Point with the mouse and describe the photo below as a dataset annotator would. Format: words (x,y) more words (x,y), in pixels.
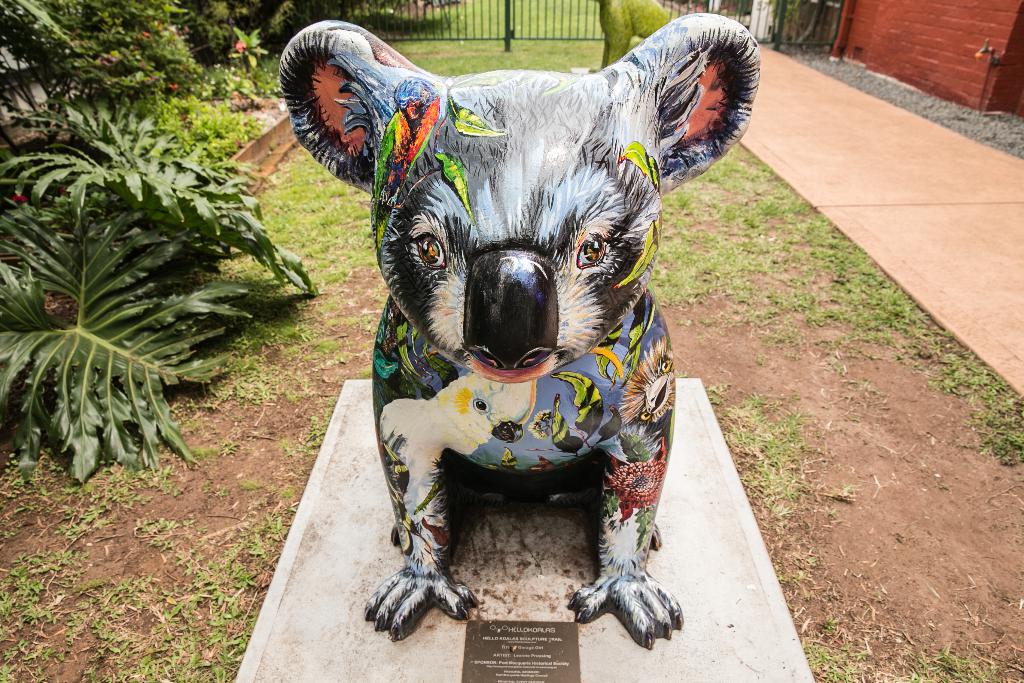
In the center of this picture (504,365) there is a sculpture (545,432) of an animal (638,528). In the background (209,258) we can see the plants (129,138), green grass (473,59), wall (945,33) and a metal gate (401,23).
